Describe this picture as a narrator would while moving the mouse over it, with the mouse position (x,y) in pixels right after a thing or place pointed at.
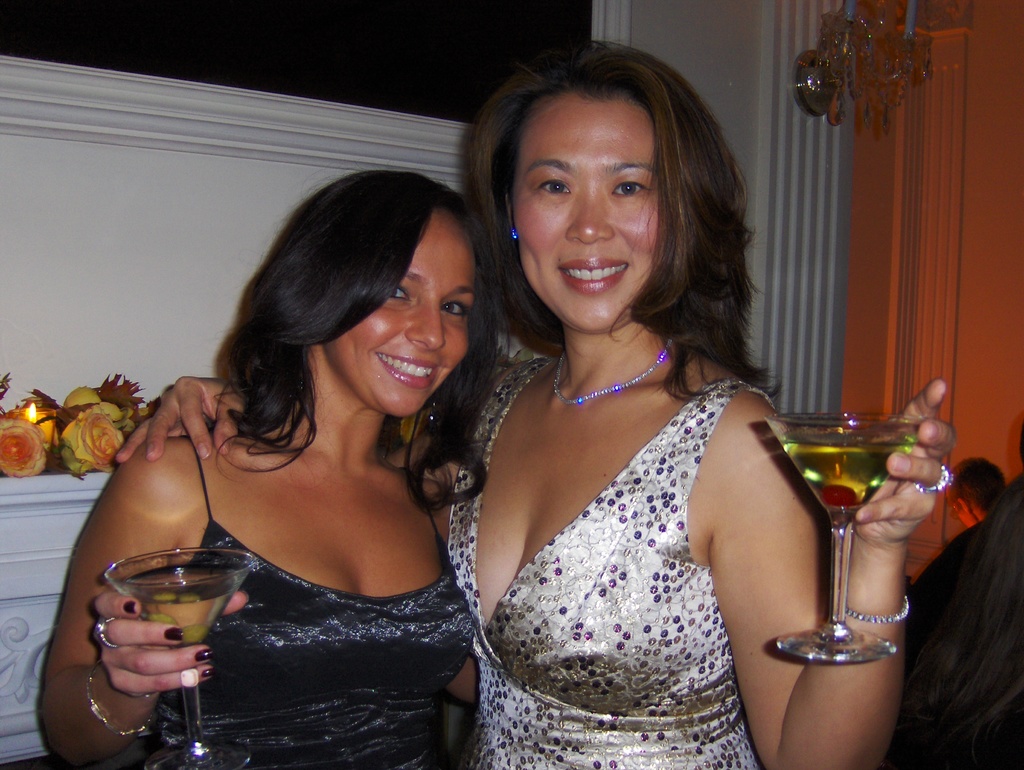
There are two ladies (501,475) standing, smiling and holding two glasses (215,566). In the background (127,375) there are flowers (72,447), wall (361,108) and some decorating item (861,82).
